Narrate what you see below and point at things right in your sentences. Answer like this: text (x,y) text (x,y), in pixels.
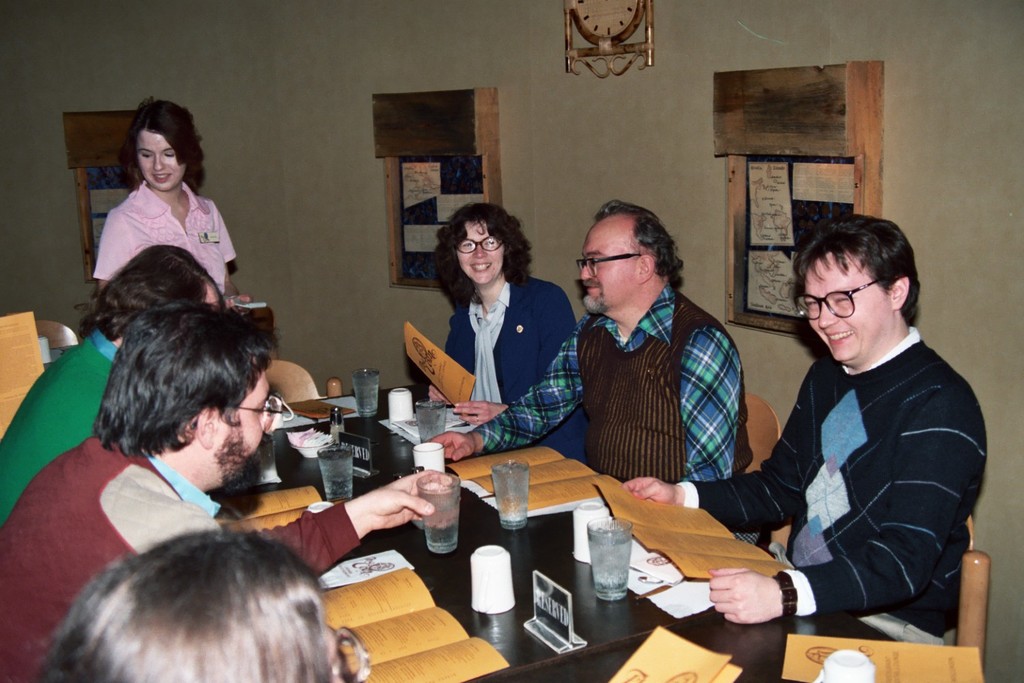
The picture is taken inside a room (425,119). There are few chairs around the table (461,611). On the table (454,595) there are cards (888,656), glasses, mugs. On the chair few people (92,364) are sitting. They are smiling. In the background (175,187) a lady (171,205) is standing. On the wall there are frames (453,198) and a clock (593,34).
